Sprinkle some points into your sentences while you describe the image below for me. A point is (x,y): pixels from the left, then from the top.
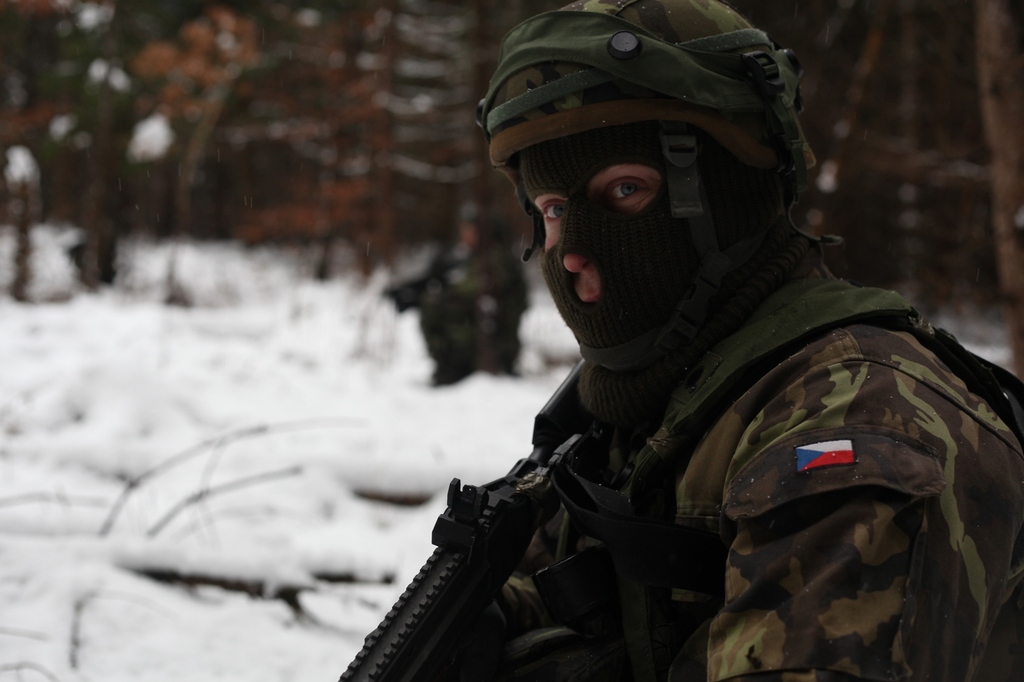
In the picture we can see an army man (736,619) standing and holding a gun (473,619), he is with uniform (829,544) and cap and full mask (703,153) to his face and behind him we can see a snow surface (525,405) and a man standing far near the trees (993,214) which are not clearly visible.
